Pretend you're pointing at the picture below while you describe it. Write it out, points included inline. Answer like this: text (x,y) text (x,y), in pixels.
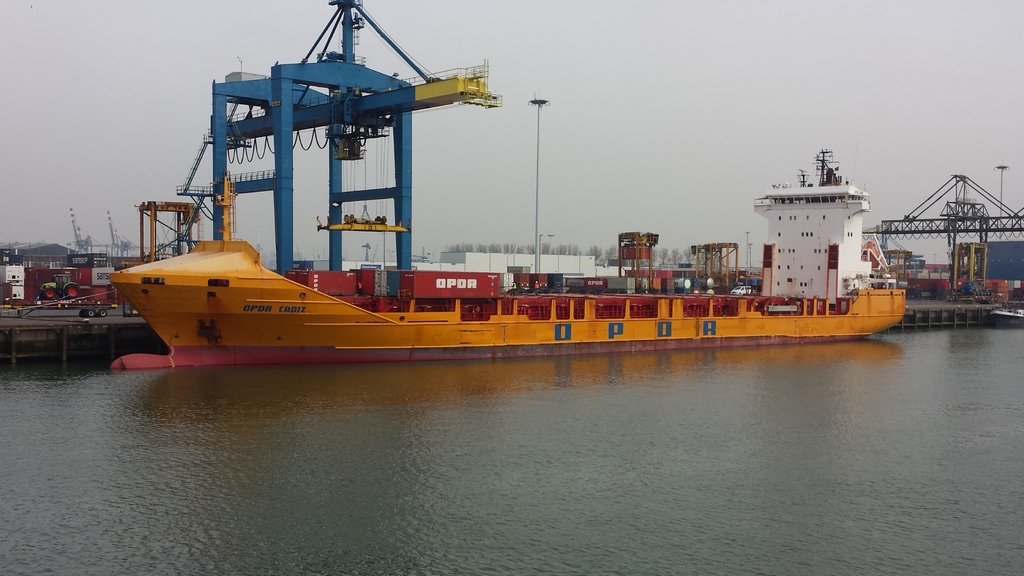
This picture is clicked outside the city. In the foreground (371,319) we can see an orange color object (370,332) seems to be the boat (348,342) in the water body (344,380) and we can see the metal rods (367,14) and some metal objects (333,132). In the background (724,88) we can see the sky (552,113), trees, buildings (562,257), metal rods (955,234), vehicles (83,312) and many other objects (479,282).
